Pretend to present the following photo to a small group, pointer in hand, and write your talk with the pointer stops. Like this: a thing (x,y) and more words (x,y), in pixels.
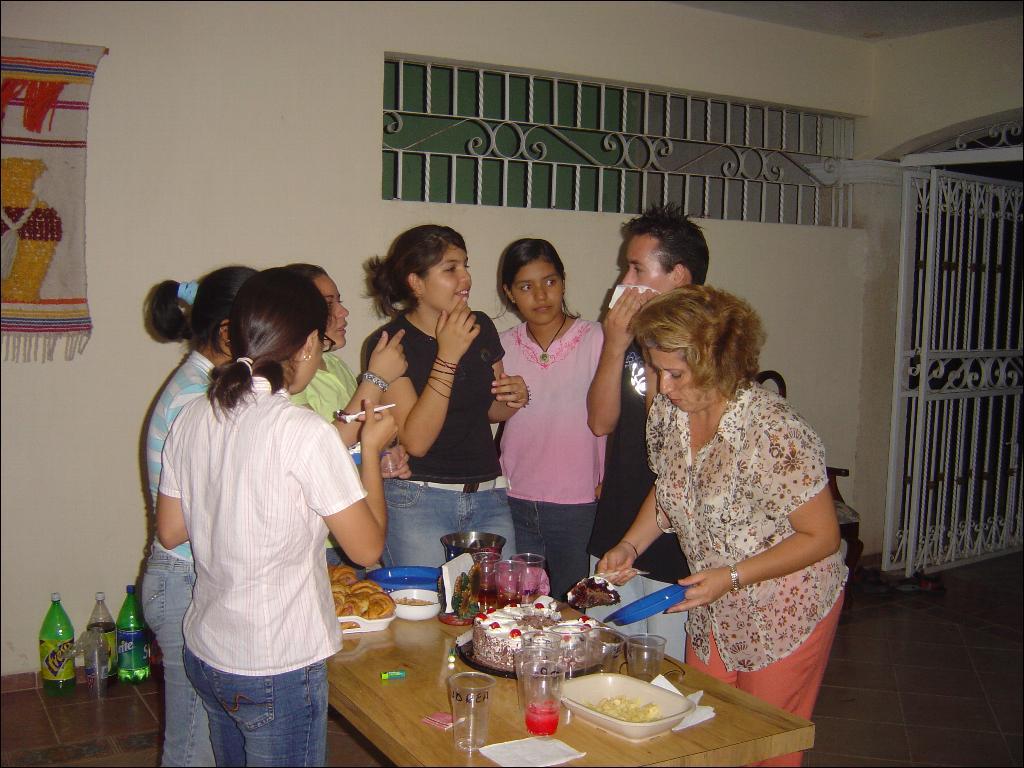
In the picture I can see a few persons (757,425) standing on the floor (898,612). There is a man (648,250) on the right side (689,282) is holding a tissue paper (634,295) in his right hand (634,302). I can see a woman (781,439) on the right side (709,628) is holding a blue color plate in her left hand (720,577). I can see the wooden table (735,713) on the floor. I can see the glasses (535,713) and bowls (430,592) are kept on the table (589,750). I can see the water bottles (109,645) on the floor (125,689). I can see a metal gate (957,314) on the right side (931,355).
